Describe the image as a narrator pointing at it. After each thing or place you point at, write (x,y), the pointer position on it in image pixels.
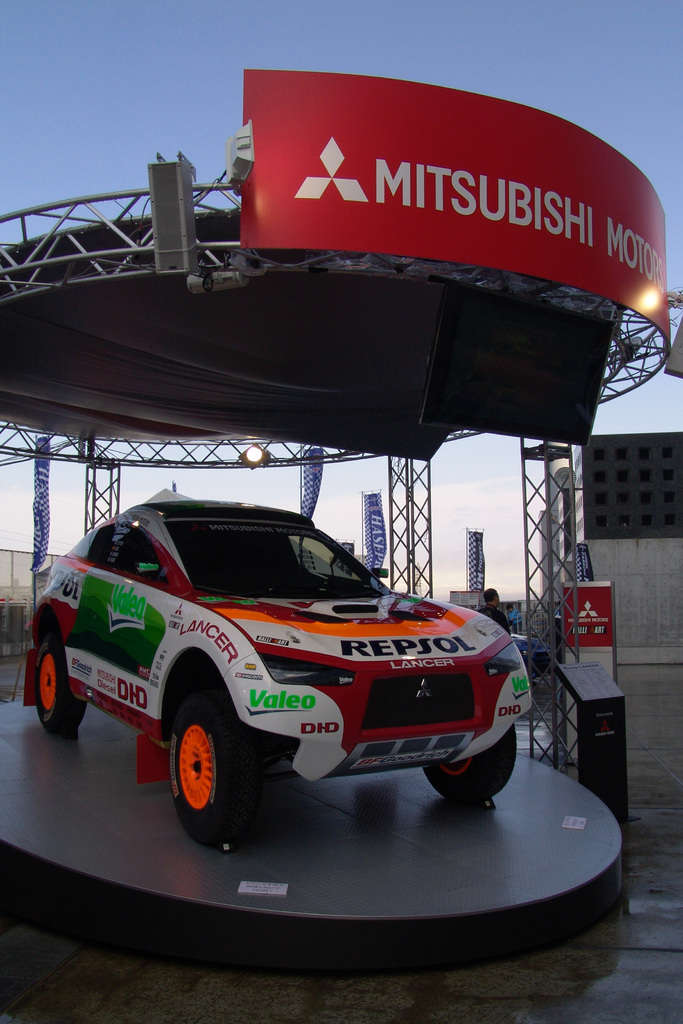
In this picture we can see a car (219,839) on a platform (87,771) and in the background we can see a roof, person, banners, name boards (509,264), shed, stands (365,494), sky (648,31).
